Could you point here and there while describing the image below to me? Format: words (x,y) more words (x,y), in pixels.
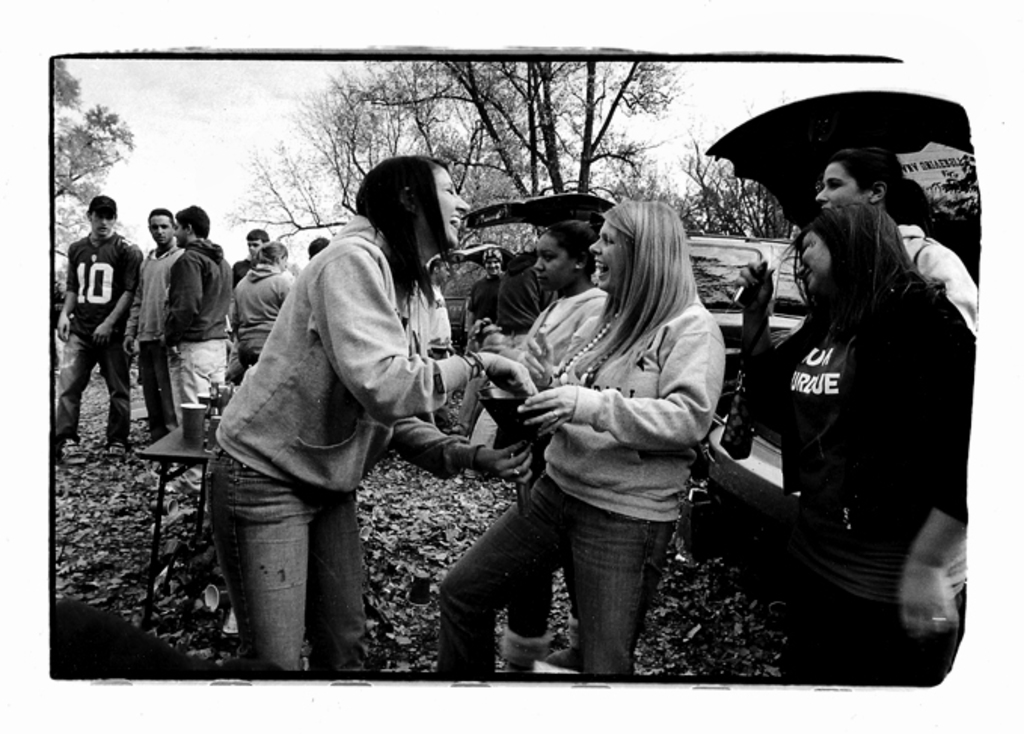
This is a black and white image. In the center of the image (603,257) there are people (481,325). To the right side of the image (772,501) there are cars (772,501). In the background of the image (576,166) there are trees (559,157). At the bottom of the image (89,560) there are dry leaves (400,632).
